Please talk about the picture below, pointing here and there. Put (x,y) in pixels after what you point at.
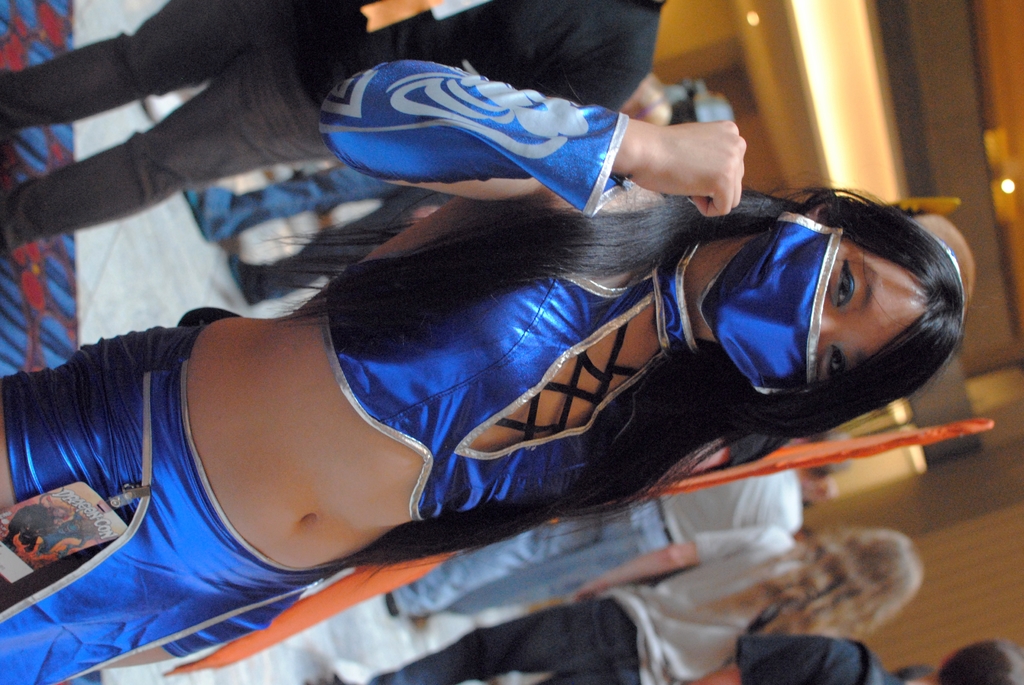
In this image, we can see a woman (404,482) is standing and wearing a mask (754,358). On the left side of the image (54,526), we can see a card (63,525) with clip (148,490) on the women dress (143,510). Background (871,654) we can see people (304,265), floor (219,267), walls (715,85), few objects (343,592) and lights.
